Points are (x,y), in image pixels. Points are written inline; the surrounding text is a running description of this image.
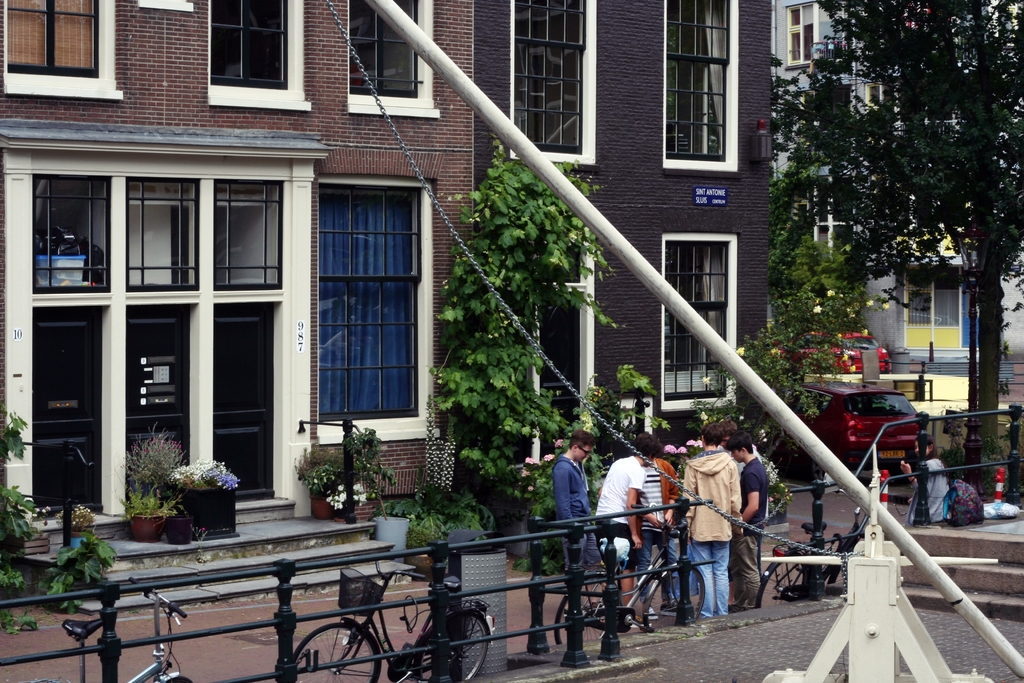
In this image we can see building (193,179) with glass windows (419,278). In front of the building (642,48) stairs (275,532), pots (332,513), trees (491,348), cars (845,399), road (199,660), bicycles (374,628), boys (664,491) and black color fencing (591,517) are there. Right bottom of the image (898,620) white color metal thing (888,594) with pole (922,561) is there.
